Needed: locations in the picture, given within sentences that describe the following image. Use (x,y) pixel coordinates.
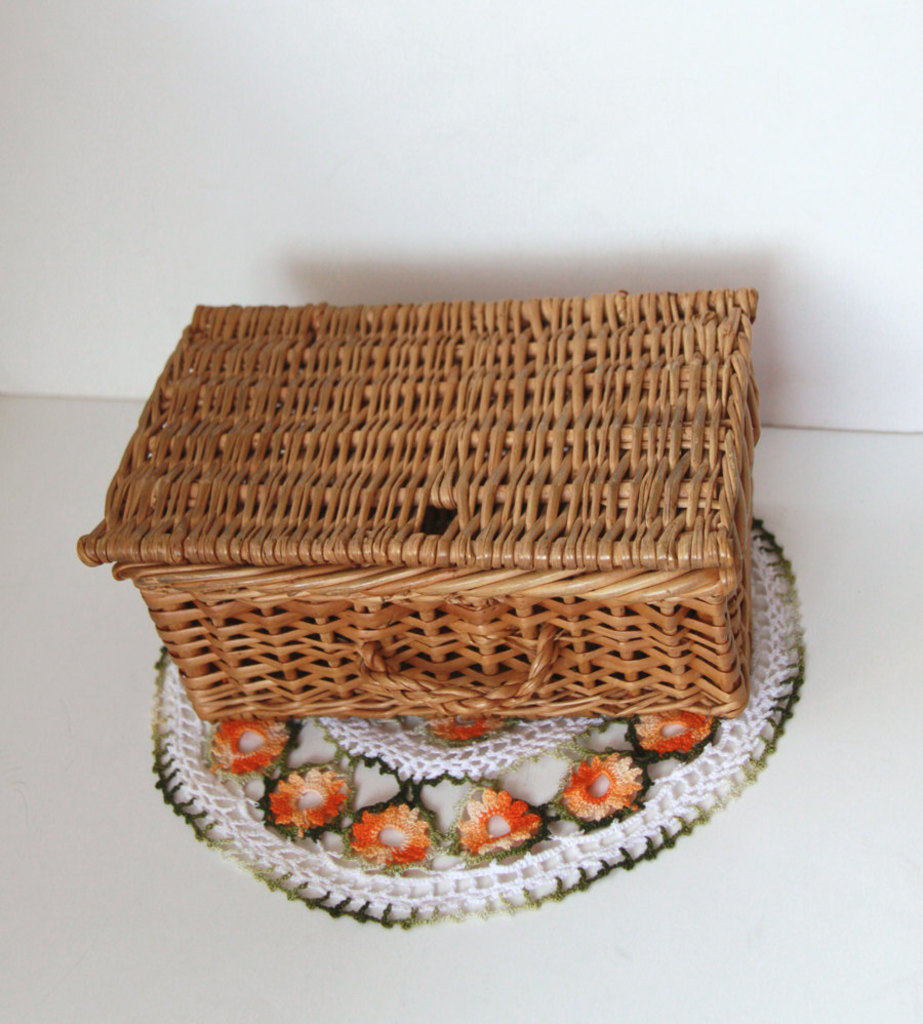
In this image I see a brown color basket (424,485) and I see a cloth (405,823) over here on which there are design of flowers (300,788) and it is on the white surface (31,697). In the background (372,250) I see the white color surface (472,160).
